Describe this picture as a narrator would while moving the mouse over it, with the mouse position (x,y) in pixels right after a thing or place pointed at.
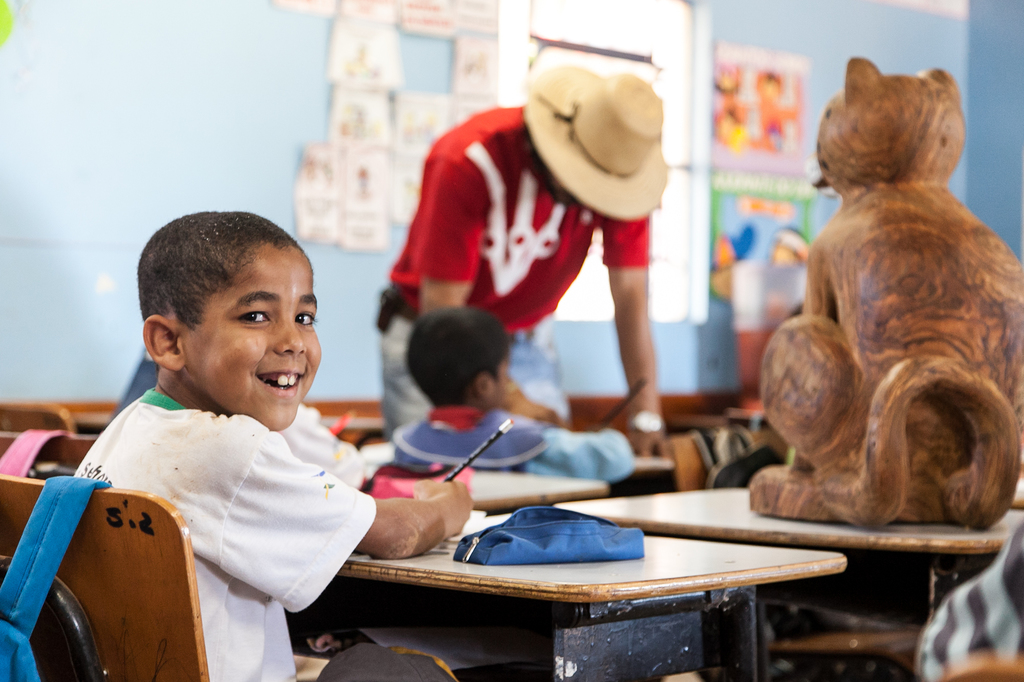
We can see posts (389,90) over a wall (139,79). This is a window (696,109). Here we can see a man (516,134) wearing a hat (572,134), standing in front of a table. We can see students (236,398) sitting on chairs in front of a table (454,539), holding pencil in their hands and on the chairs (80,589) we can see bags (64,489). This is a doll (841,323).
